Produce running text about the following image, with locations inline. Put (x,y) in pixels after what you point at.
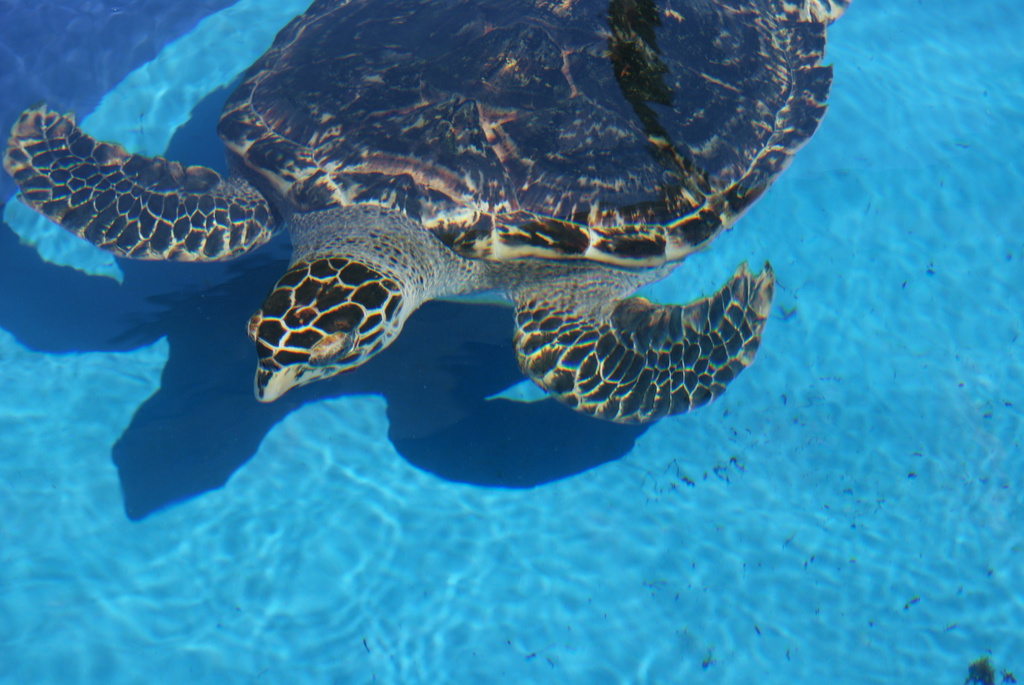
In this image we can see a tortoise (560,169) in the water (237,340).
